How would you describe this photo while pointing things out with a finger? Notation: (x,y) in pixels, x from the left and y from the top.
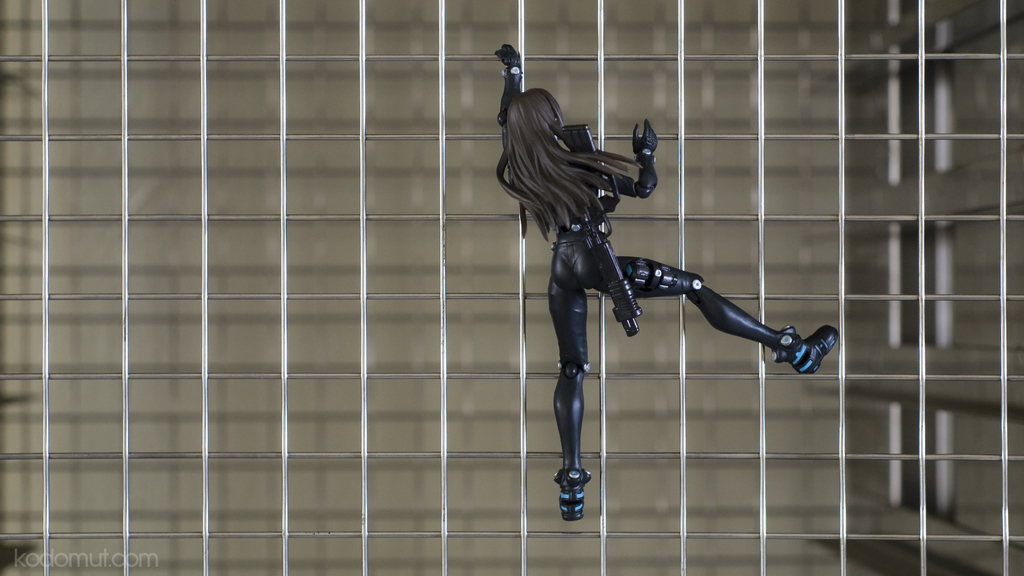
At the center of the image (552,285) there is a toy (558,204) of a woman (579,483) attached to the mesh (338,256).
